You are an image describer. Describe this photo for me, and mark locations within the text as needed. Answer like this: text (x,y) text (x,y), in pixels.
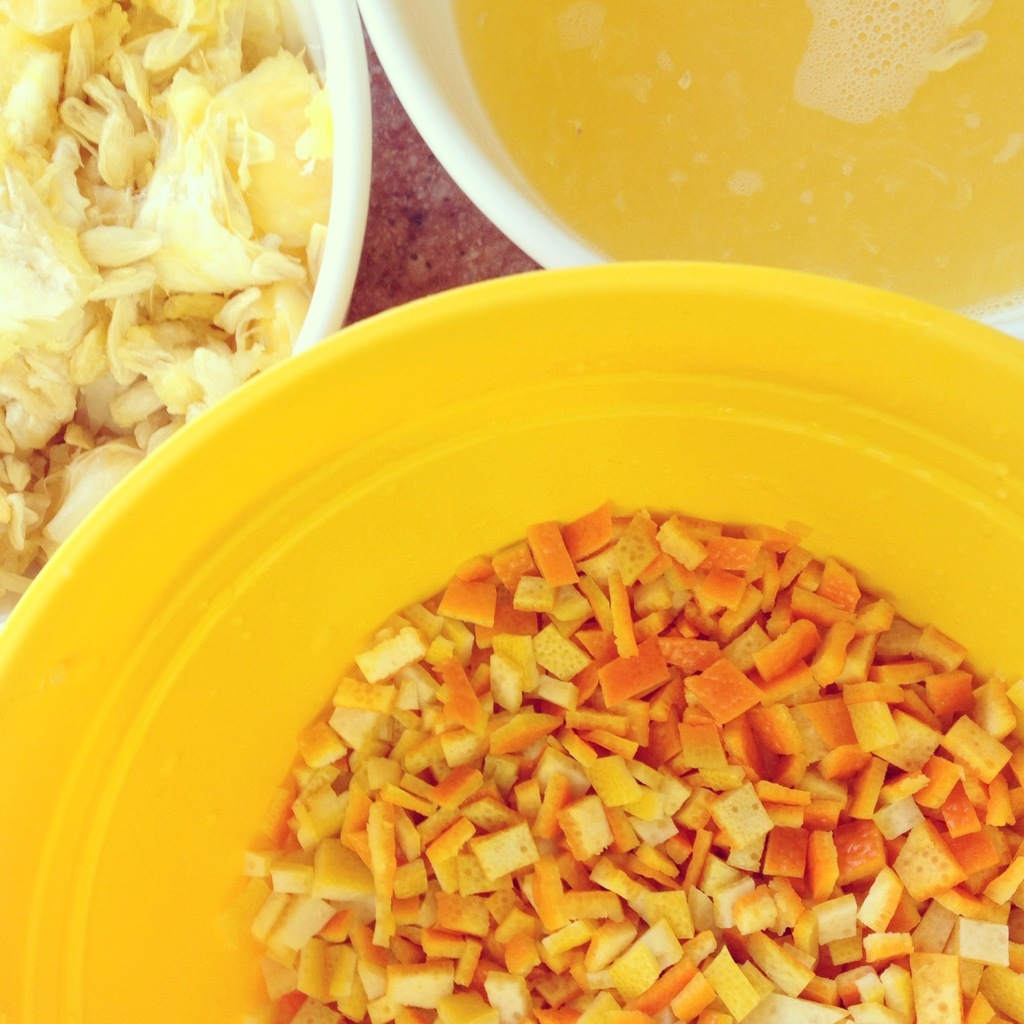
In this picture there are few eatables (487,730) and a drink (748,87) placed in a bowl (394,357).
